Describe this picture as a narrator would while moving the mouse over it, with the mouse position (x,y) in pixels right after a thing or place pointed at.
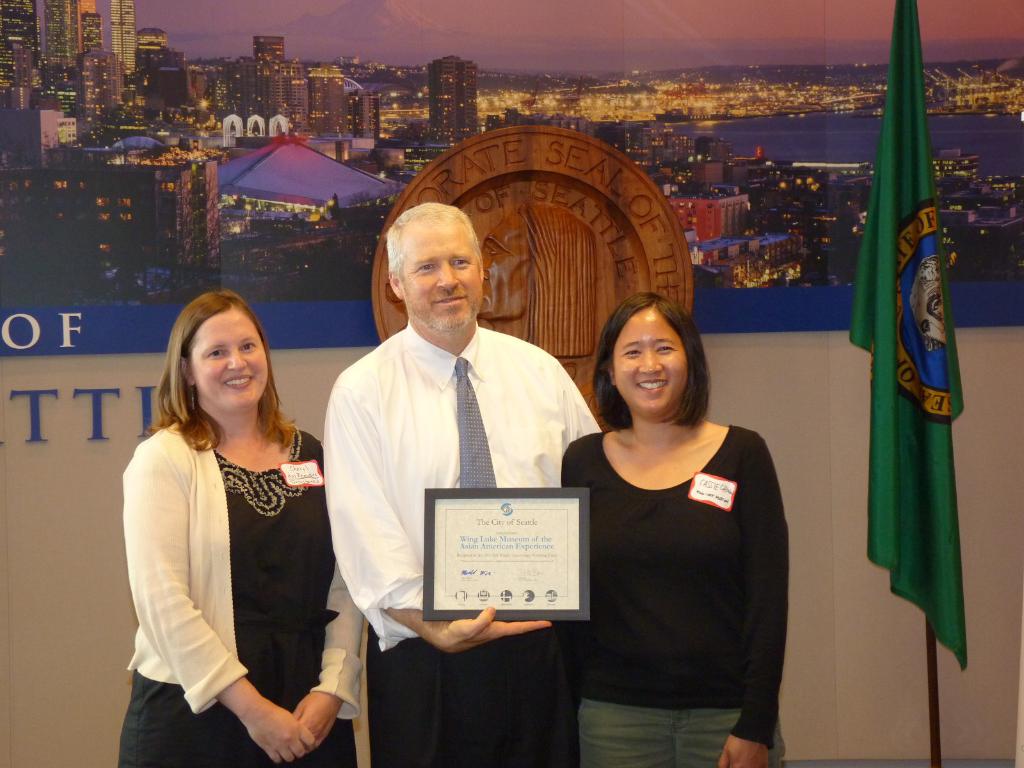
In this picture there is a man (402,400) standing and holding the object (449,508) and there are two people (200,591) standing smiling. At the back (86,61) there is a board (14,73), there is a picture (837,216) of a city (703,147) on the board (749,78). There is a wooden object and there is text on the wall (292,358). There is a flag (880,474).
